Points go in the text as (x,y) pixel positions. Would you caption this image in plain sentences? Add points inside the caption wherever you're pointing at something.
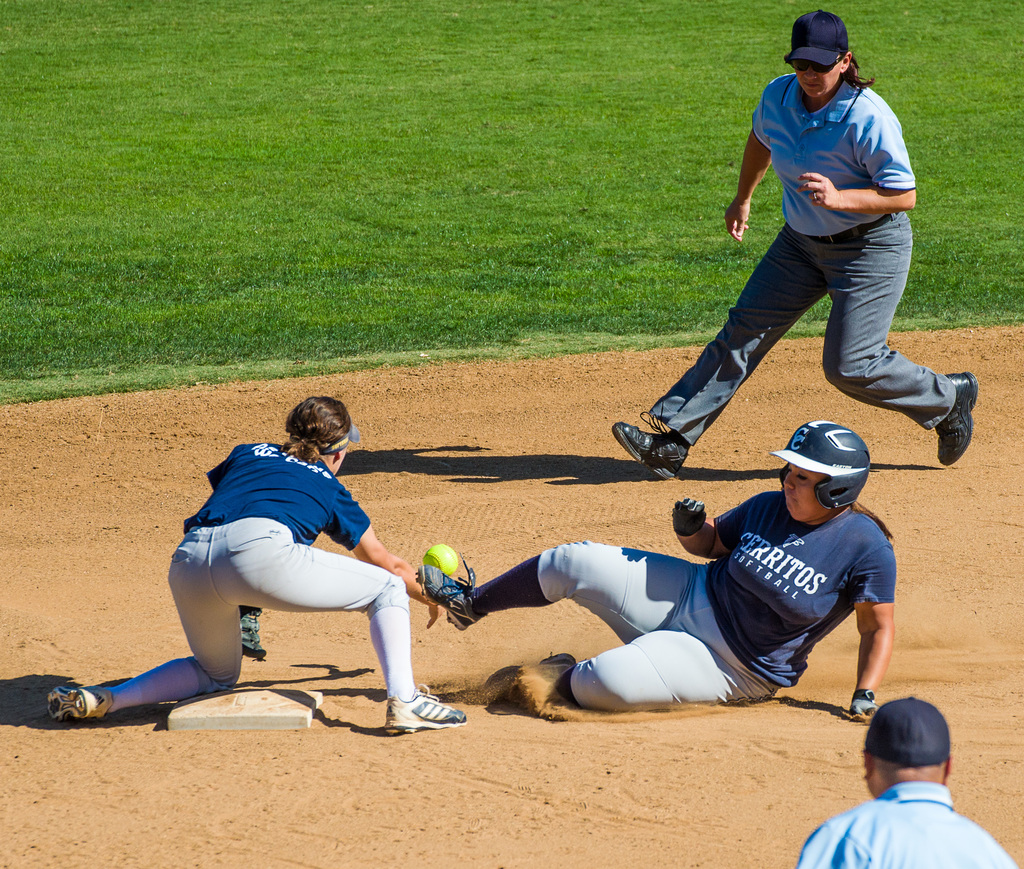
This is a playing ground (745,734). Here I can see four people (785,578). Three people (771,598) are wearing t-shirts (764,586), trousers (666,578), shoes (420,719) and playing with a ball (440,561) on the ground (437,768). At the top (286,173) I can see the grass (411,173) on the ground (226,183).
